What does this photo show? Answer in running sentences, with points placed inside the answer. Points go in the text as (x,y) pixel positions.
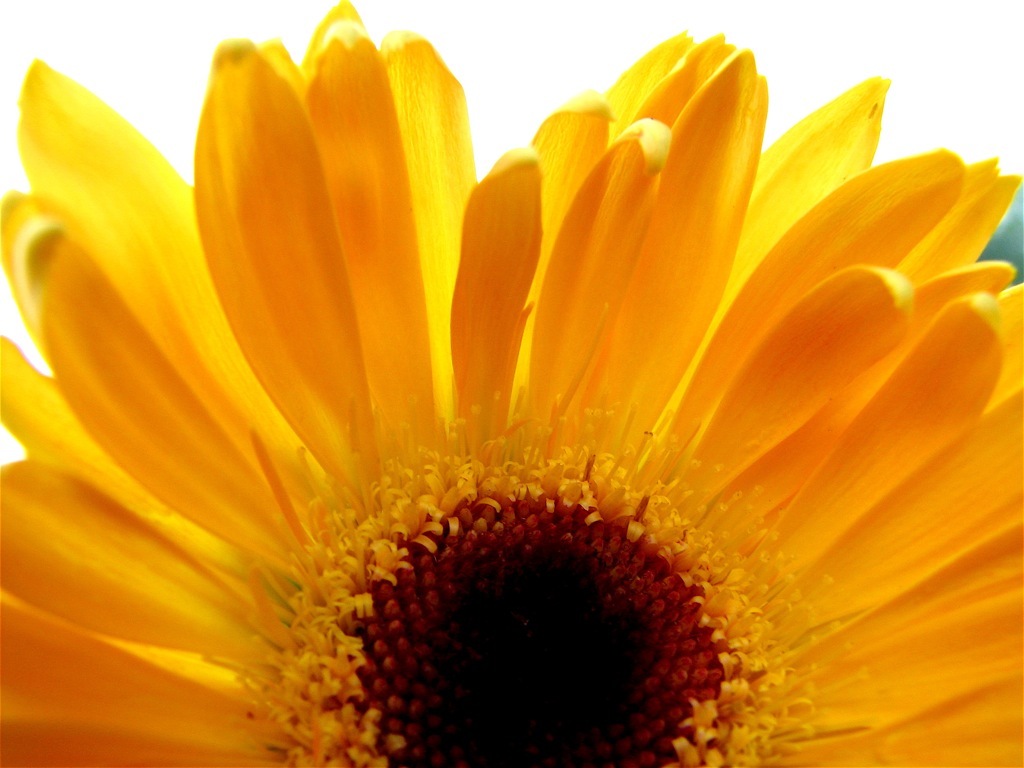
In the picture we can see sunflower (462,498).
